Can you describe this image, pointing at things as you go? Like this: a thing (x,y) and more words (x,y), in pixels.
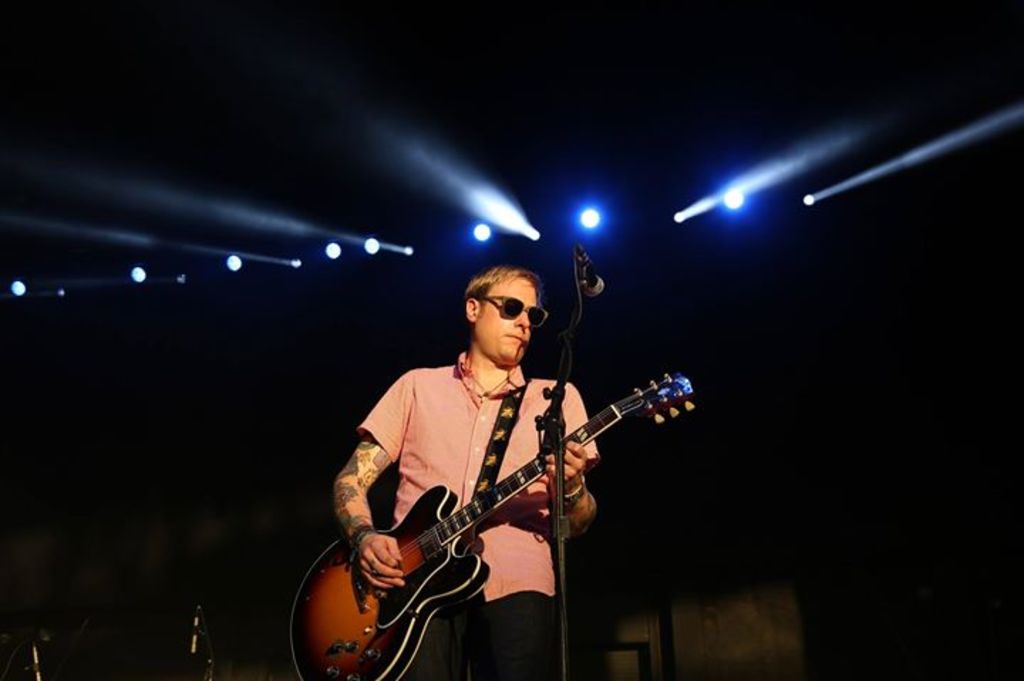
In the image we can see there is a man (485,532) who is holding a guitar (646,393) in his hand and in front of him there is a mike (589,276) with a stand (578,303).
